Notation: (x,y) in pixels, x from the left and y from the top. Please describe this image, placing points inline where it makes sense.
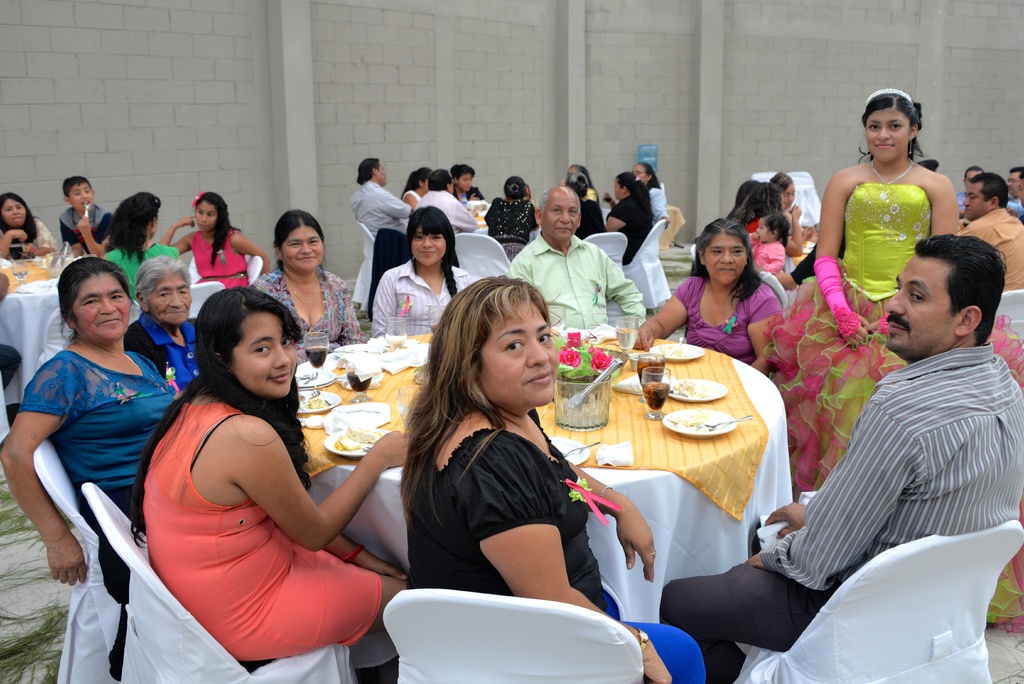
People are sitting in groups (500,291), around tables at a party.
